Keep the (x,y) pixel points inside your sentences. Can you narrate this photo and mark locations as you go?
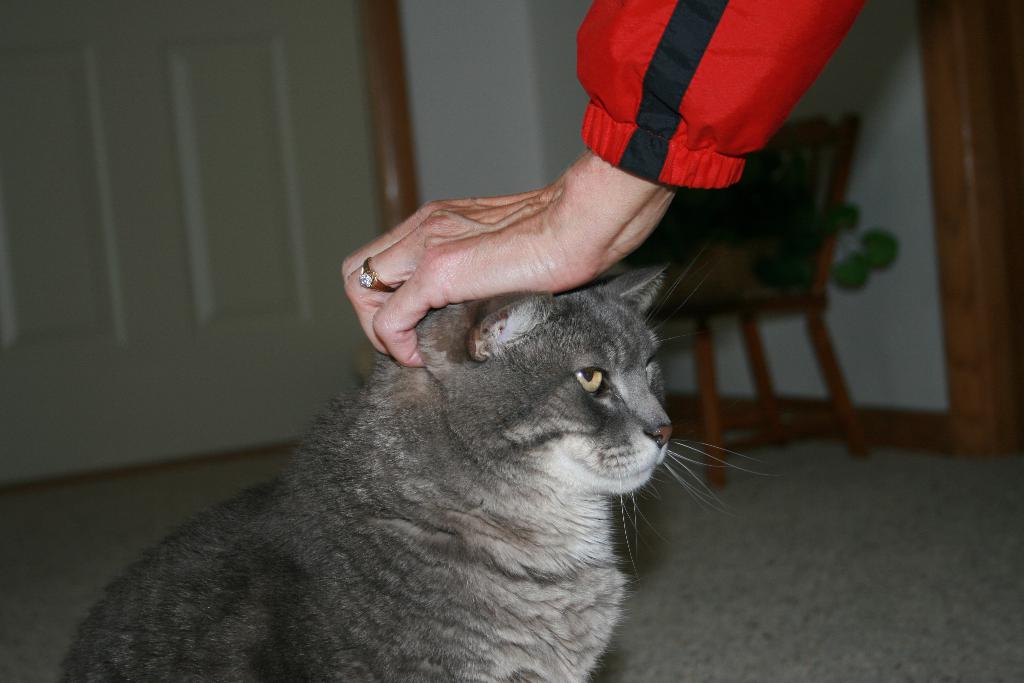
In this image there is a cat (404,530) and there is a person (488,240) touching a cat (452,318). In the background (260,113) there is a door (229,189) and there is a chair (717,306) and on the chair (733,307) there is an object (744,220).
